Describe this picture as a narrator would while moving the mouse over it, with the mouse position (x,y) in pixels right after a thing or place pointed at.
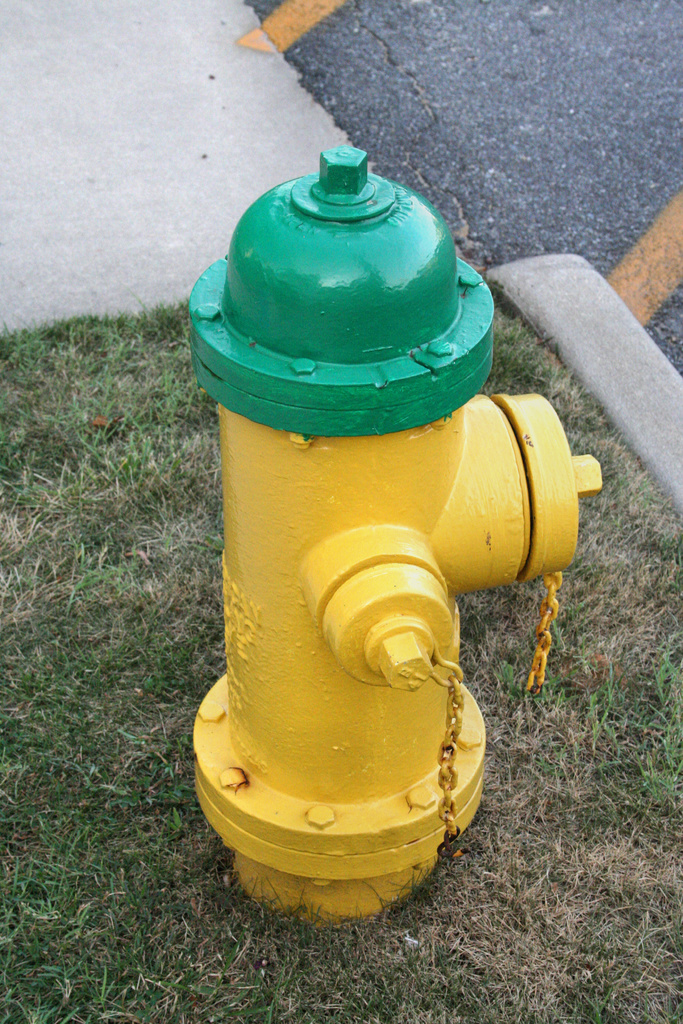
This looks like a fire hydrant (333,615), which is yellow and green in color. I think these are the iron chains (455,685), which are hanging to the fire hydrant (430,660). This is the grass (73,815). At the top of the image (538,87), that looks like a road (531,174).
